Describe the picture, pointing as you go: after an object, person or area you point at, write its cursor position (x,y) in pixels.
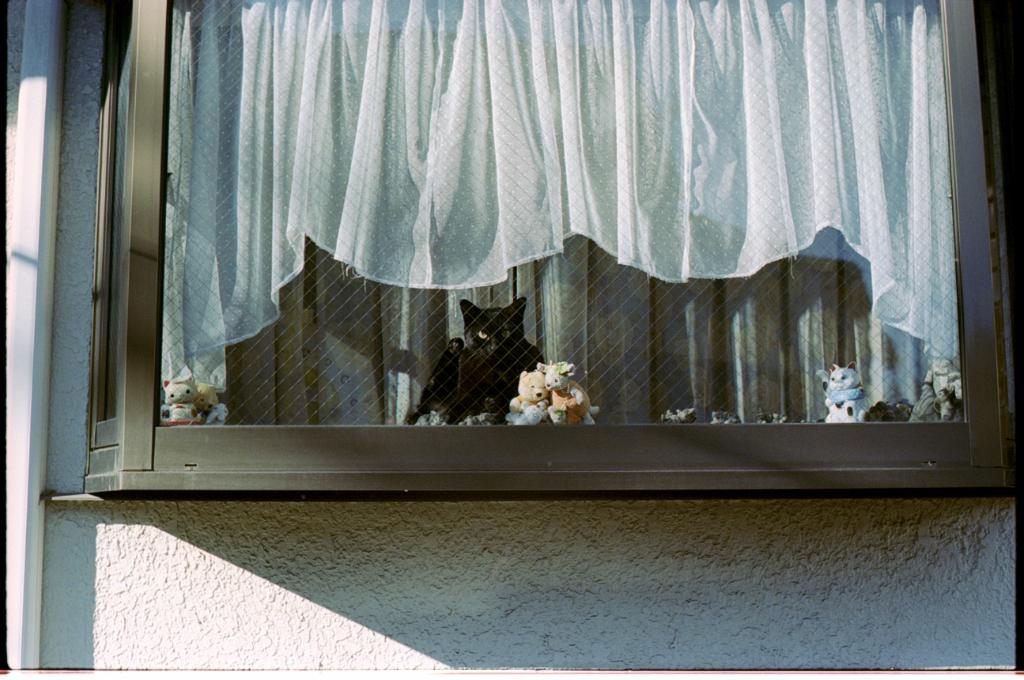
In this image I can see few toys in multi color and I can also see the cat (469,360) in black color. In the background (612,129) I can see the curtain (650,174) in white color and the wall (448,558) is in white color.
